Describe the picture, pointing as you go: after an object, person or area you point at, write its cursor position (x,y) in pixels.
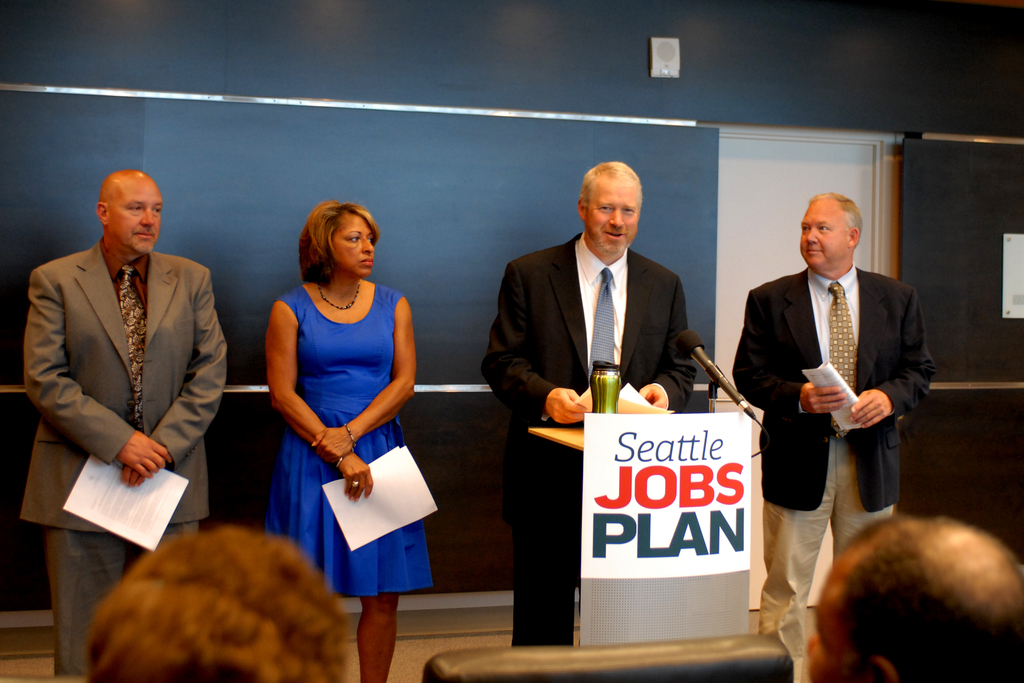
In this image, we can see persons (649,372) wearing clothes (306,367). There is a person (533,330) in the middle of the image (583,291) standing in front of a microphone (686,343). In the background (544,228), we can see a wall (830,102).
